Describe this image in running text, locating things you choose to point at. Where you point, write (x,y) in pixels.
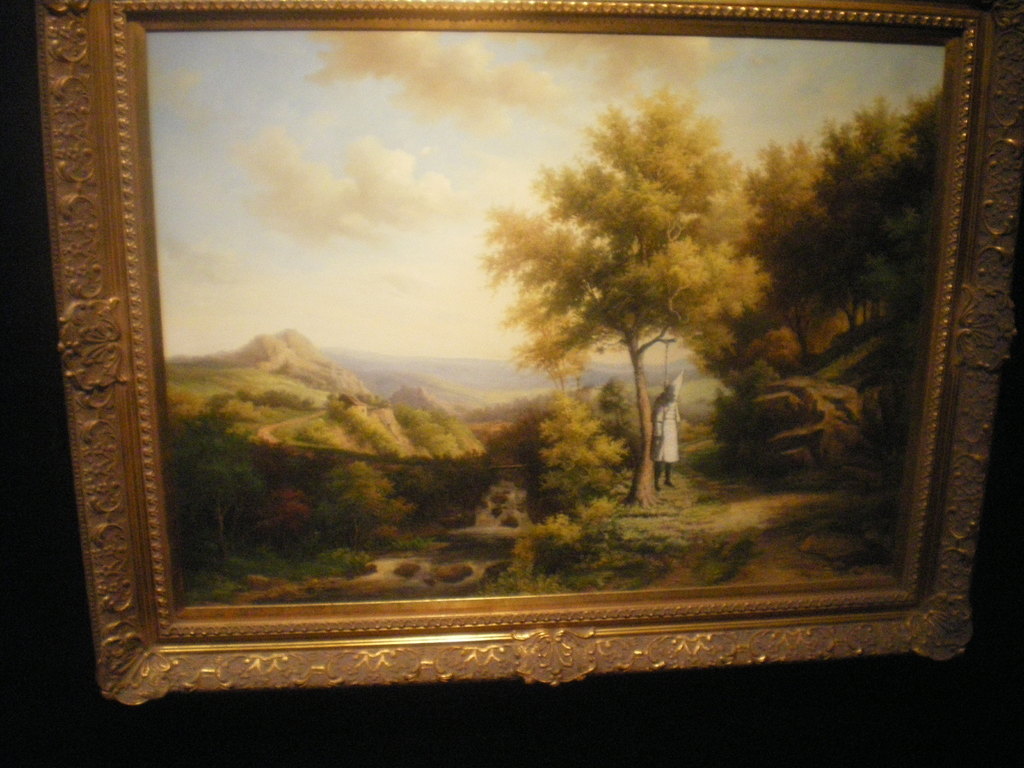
In this picture there is a frame (693,21). On the frame (647,27) there is a picture (657,258) of a person (676,435) hanging to the tree (629,499) and there are trees (751,412) and mountains (424,408). At the top (386,208) there is sky (428,202) and there are clouds (442,185). At the bottom (692,545) there is grass (633,572) and there is ground (804,503).
